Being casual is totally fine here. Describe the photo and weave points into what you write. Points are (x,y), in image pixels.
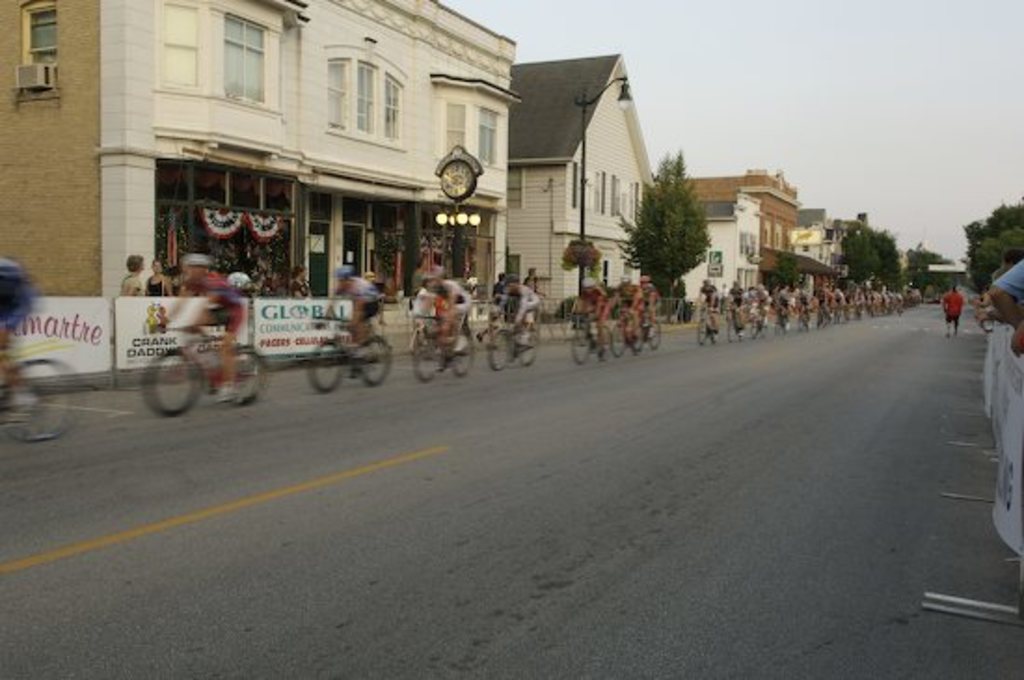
In this image we can see a group of persons (234,320) riding bicycle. Behind the persons (198,276) we can see the buildings (516,242), trees (866,244), barricades (48,334), persons (296,276) and poles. On the barricades (117,314) we can see the text (314,327). On the right side (990,328), we can see the persons (992,315), barricades (1004,384) and trees (1004,225). At the top (793,58) we can see the sky (674,19).
